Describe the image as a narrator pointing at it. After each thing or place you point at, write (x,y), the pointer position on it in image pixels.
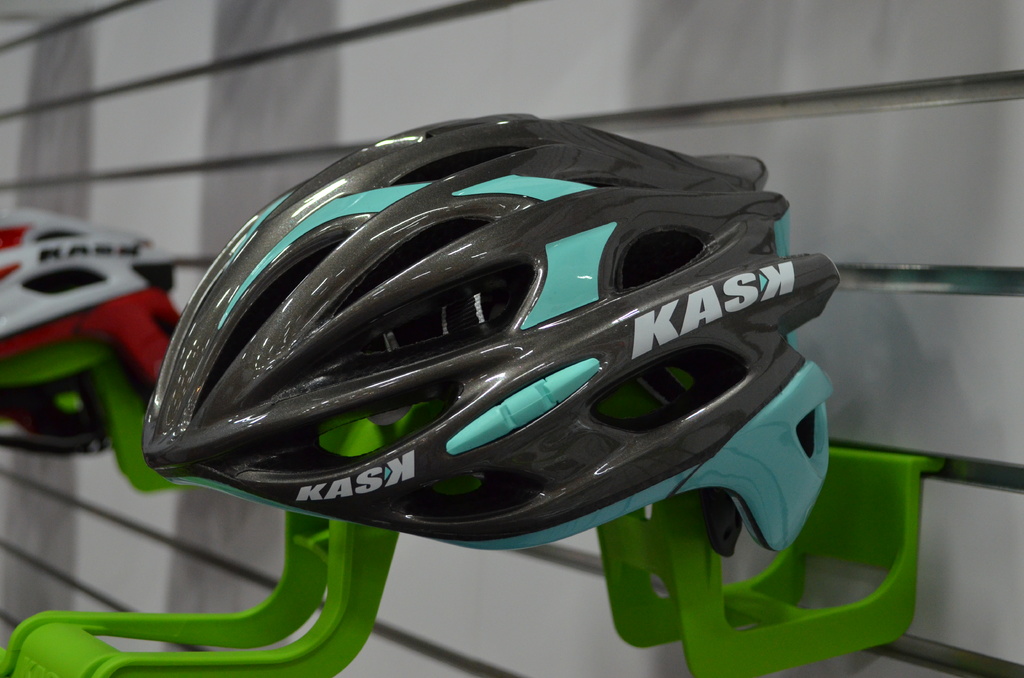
In this picture we can observe a black and blue color helmet (517,277) placed on the green color stand (350,542). On the left side (81,310) there is another helmet (70,313) which is in white and red color. In the background (202,104) there is a white color wall (418,107).
